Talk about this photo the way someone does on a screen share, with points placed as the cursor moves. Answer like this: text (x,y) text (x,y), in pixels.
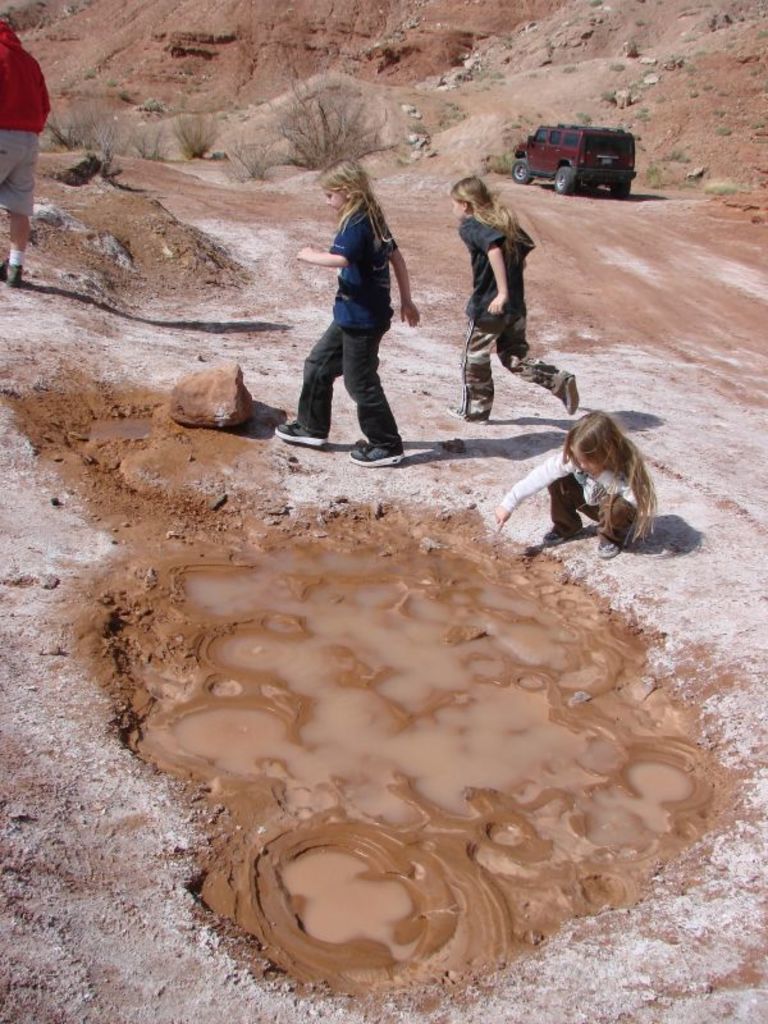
In this picture there are three girls (294,437) who are standing near to the clay (217,435). Beside them I can see the water (421,607) and stones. In the top right corner (536,147) there is a red car (527,159) which is parked near to the mountain (656,152). Beside that I can see the grass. In the top left corner (29,65) there is a man (16,142) who is wearing jacket (9,101), short (13,150) and shoes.
